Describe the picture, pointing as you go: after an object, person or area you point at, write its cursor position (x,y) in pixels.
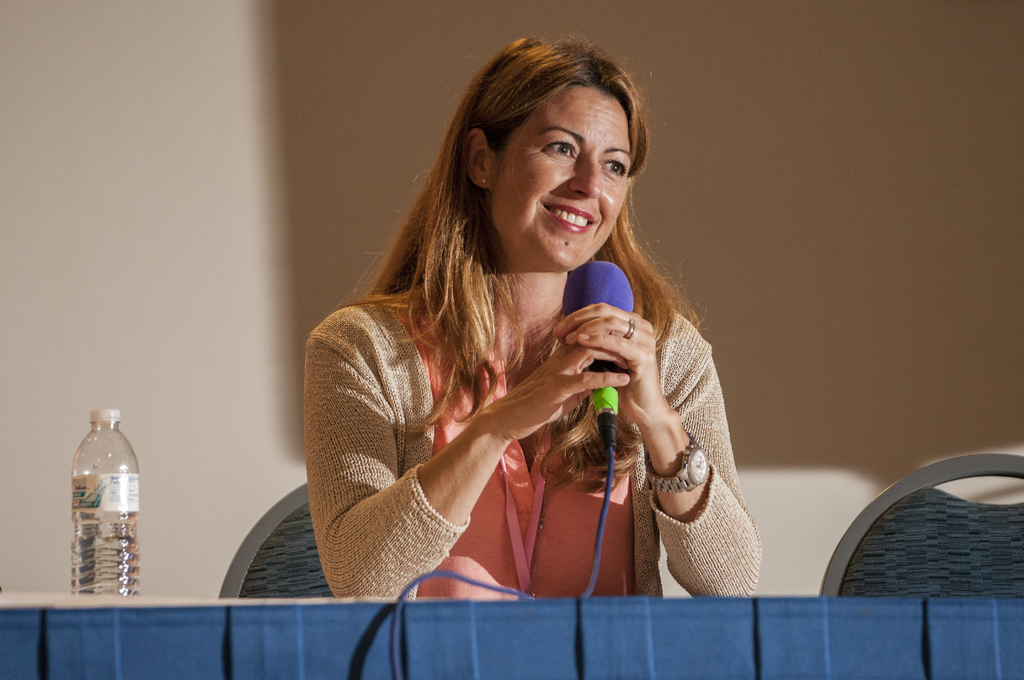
In this image we can see a women (640,492) wearing a pink dress (582,519) sitting on a chair (321,576) in front of a table (311,668) holding a microphone (576,303) in her hand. In the background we can see a water bottle (131,513).
